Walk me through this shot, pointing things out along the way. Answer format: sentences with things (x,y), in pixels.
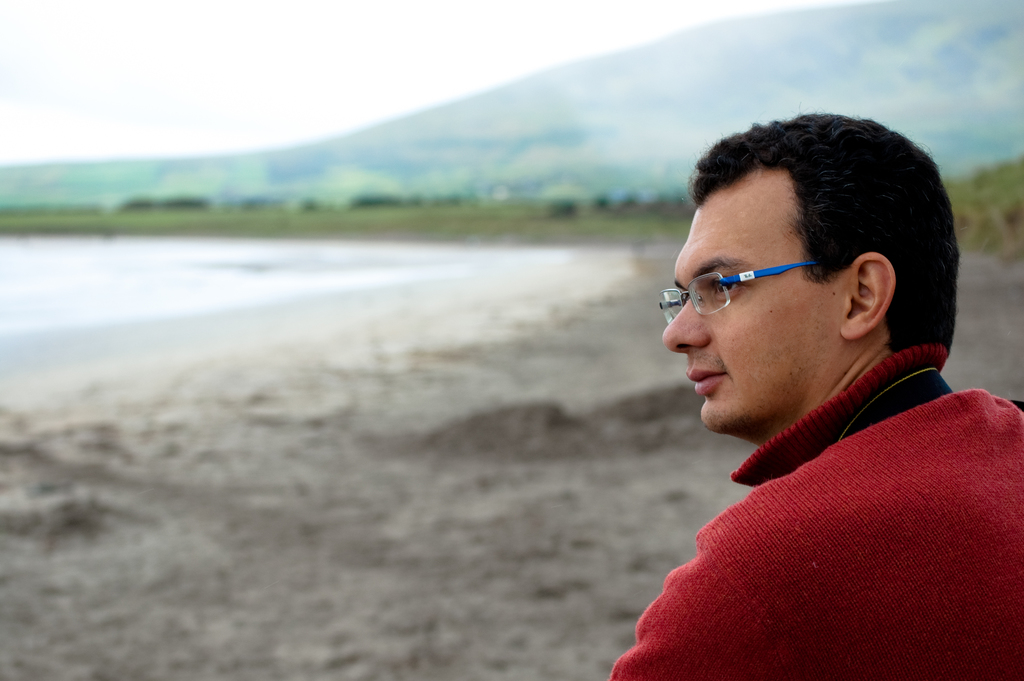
In this image we can see a person (765,439) on the right side of the image (828,539) and we can see the water (173,307) and there are some trees (145,205) and in the background (99,178), the image is blurred.
